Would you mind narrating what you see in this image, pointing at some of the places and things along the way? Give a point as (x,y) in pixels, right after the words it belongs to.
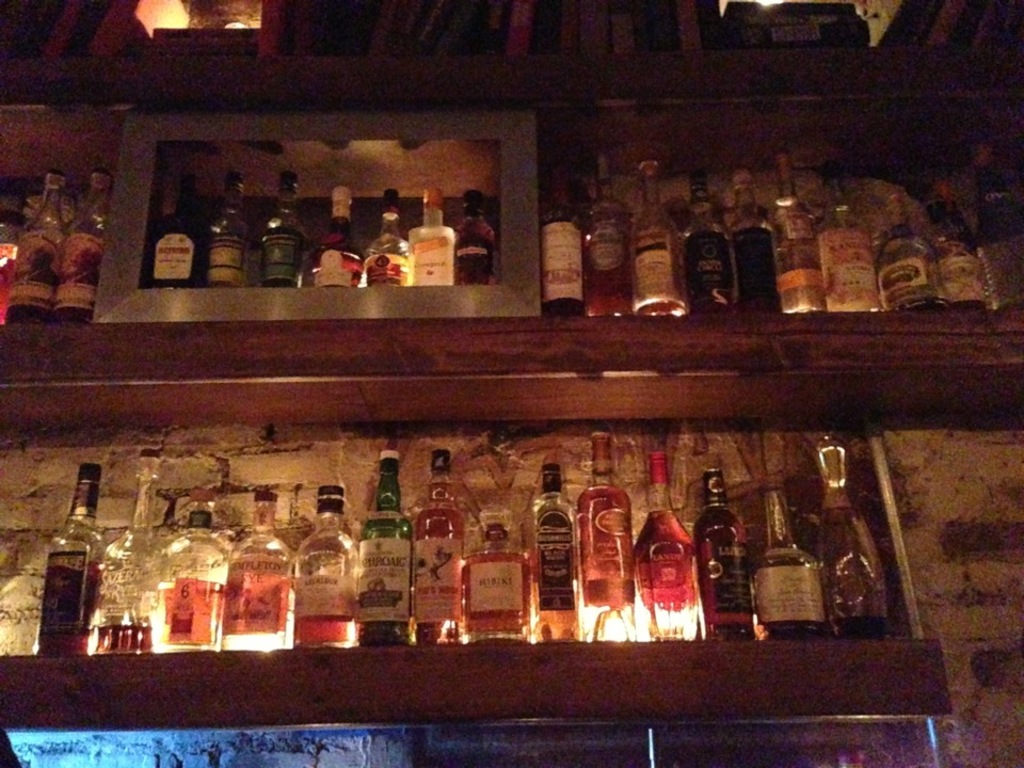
in this image few bottles (104,578) are arranged in shelves (570,649). In middle of the image (397,458) there is a bottle (408,560) with the green in colour. These bottles (409,526) filled with the drinks (230,604) in the image.
